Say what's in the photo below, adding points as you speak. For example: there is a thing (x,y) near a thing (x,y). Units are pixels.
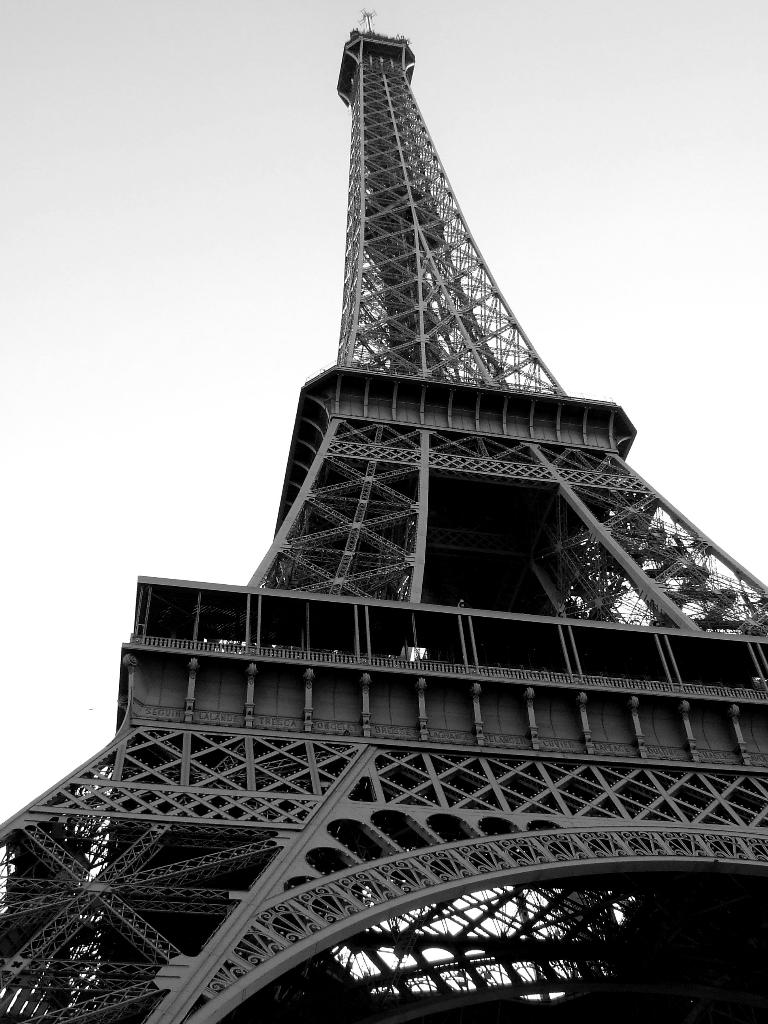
In this picture we can see the Eiffel tower (411,745) in the middle (468,500), there is the sky (203,122) at the top of the picture (195,106).
